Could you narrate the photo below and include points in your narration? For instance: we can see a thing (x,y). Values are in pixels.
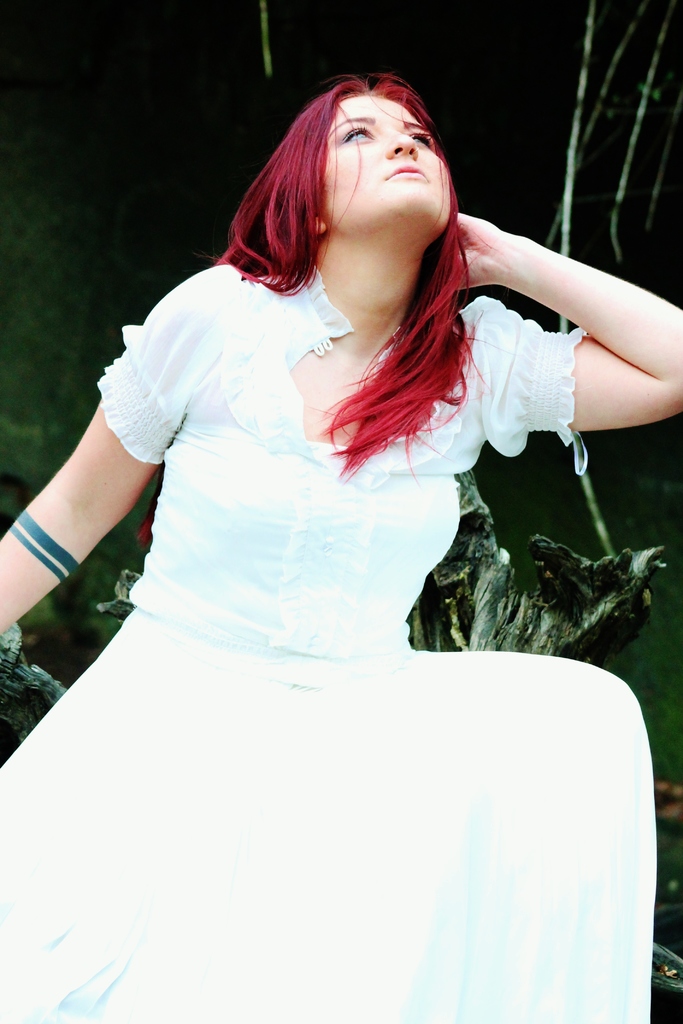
In this image there is a girl (381,541) who is wearing the white dress (399,612), and red colour hair (286,176).
